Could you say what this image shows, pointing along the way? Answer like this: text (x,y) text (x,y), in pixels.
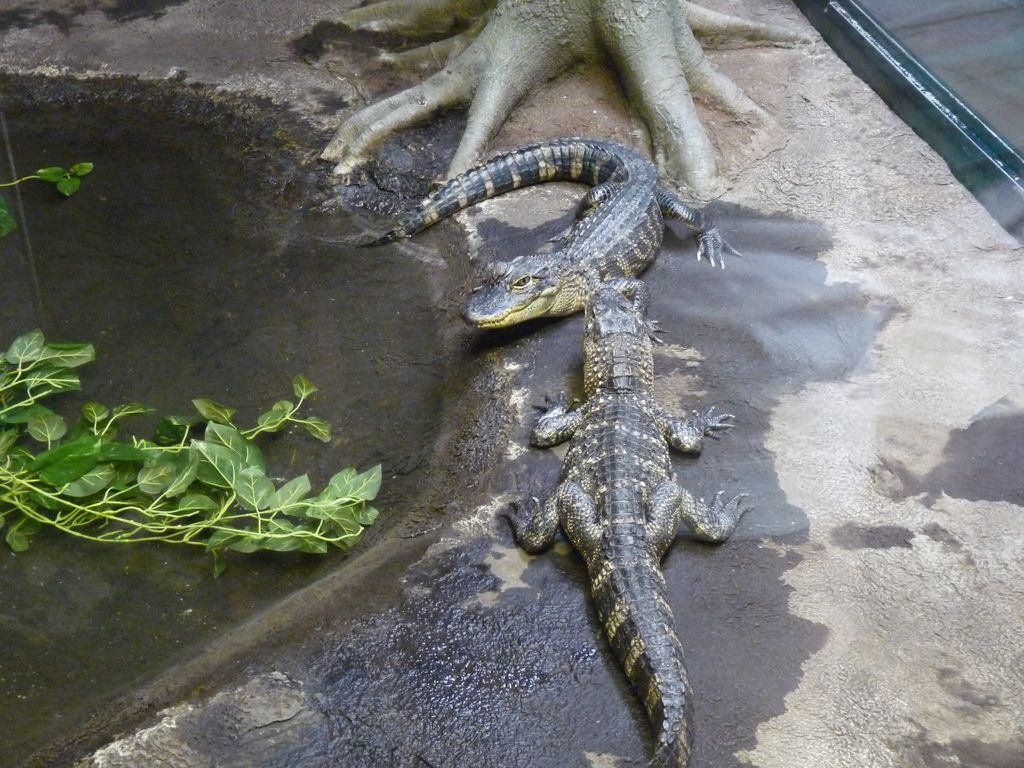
In front of the image there are crocodiles (600,556). There are roots (722,25) of a tree (686,13). On the left side of the image (63,184) there are leaves (27,483) in the water (74,267).
